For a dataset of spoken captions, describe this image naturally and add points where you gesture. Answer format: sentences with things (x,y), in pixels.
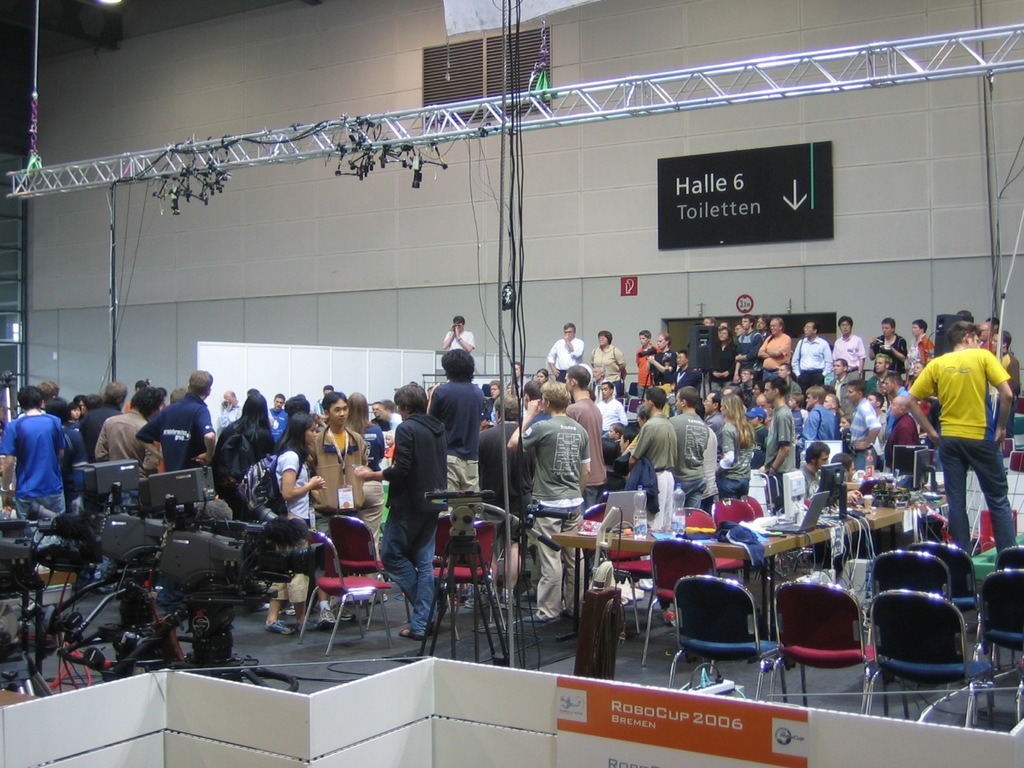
In the picture I can see group of people (546,493) are standing on the floor (373,626). I can also see chairs (705,586), wires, cameras (216,607), objects (739,180) attached to the wall (627,167) and some other objects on the floor (262,626).
